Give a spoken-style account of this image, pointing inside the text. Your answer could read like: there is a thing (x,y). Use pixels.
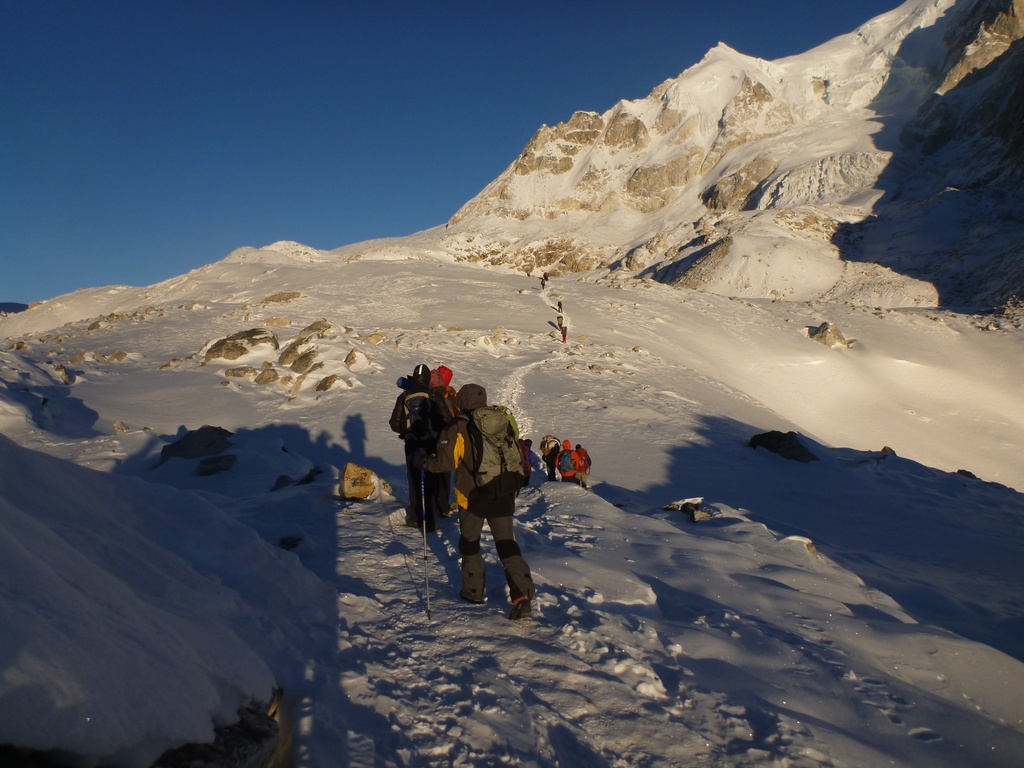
In this image, we can see people (472,492) and are wearing caps (475,400), coats (458,442) and bags (483,470) and one of them is holding a stick (425,514). In the background (675,174), we can see a mountain (658,178) and at the bottom (565,652), there is snow (691,487) and at the top (262,122), there is sky (277,90).
